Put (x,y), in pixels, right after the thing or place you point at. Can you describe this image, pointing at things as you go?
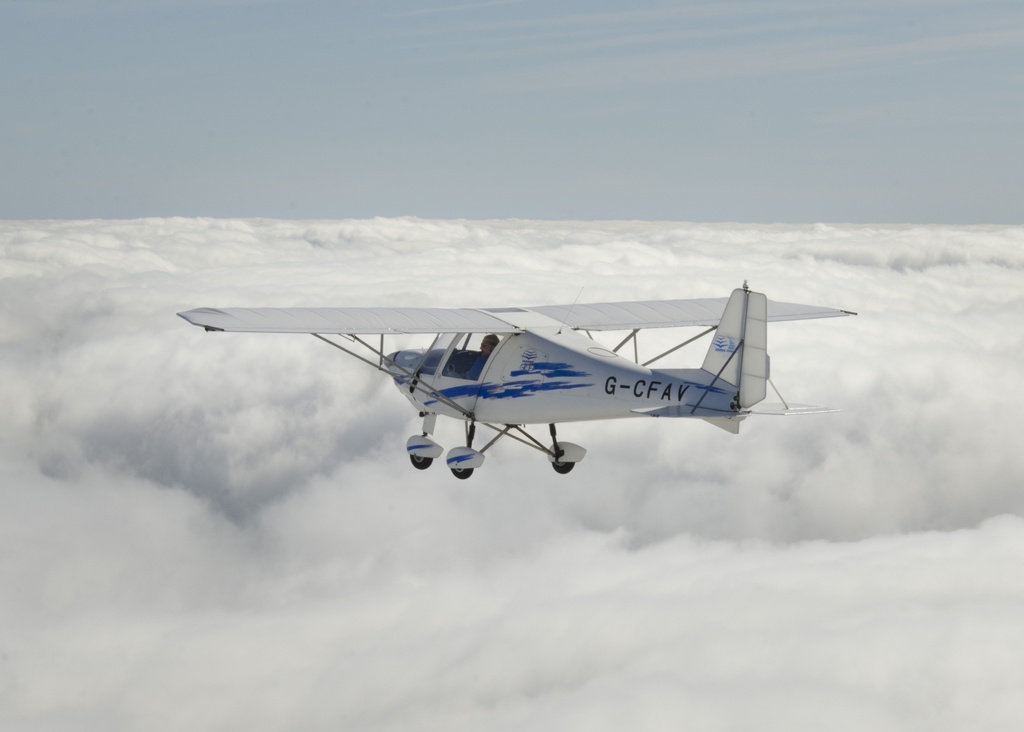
In this picture we can observe an airplane (359,325) which is in white color flying in the air. This airplane (503,335) is flying above the clouds (517,496). In the background (343,405) we can observe a sky (421,143) and clouds (363,236).
